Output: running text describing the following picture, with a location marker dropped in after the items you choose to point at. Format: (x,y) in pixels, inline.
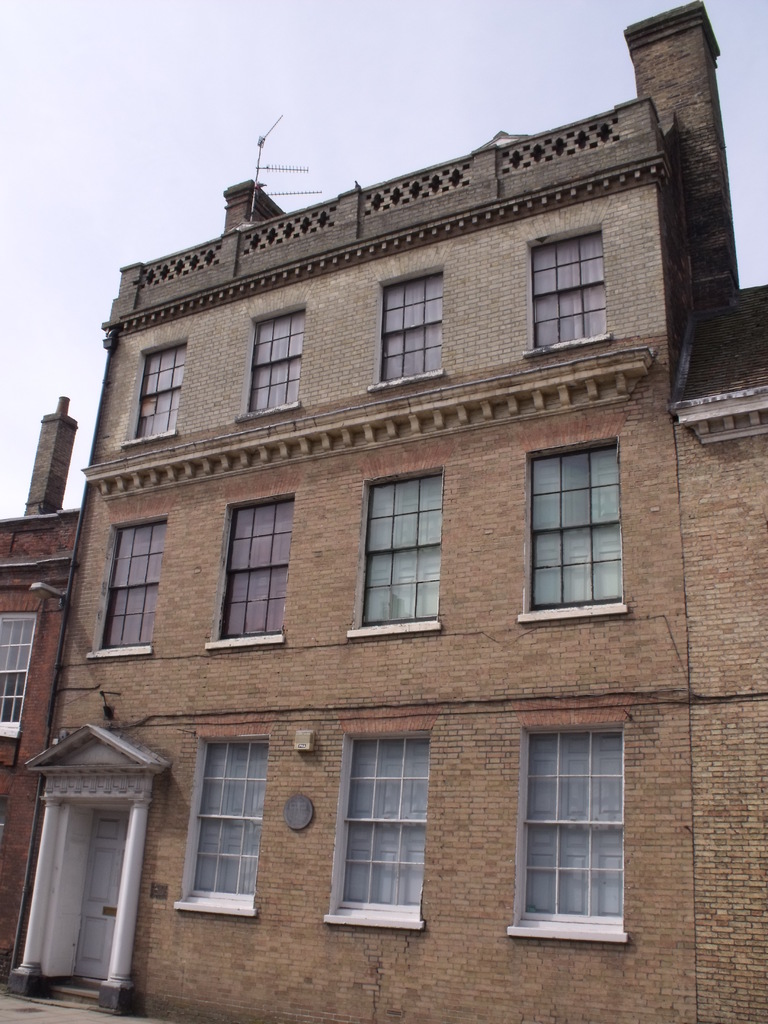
In this image we can see few buildings (425,410) with the doors (90,957) and the windows (562,284) and at the top (288,114) we can see the sky (315,93).
